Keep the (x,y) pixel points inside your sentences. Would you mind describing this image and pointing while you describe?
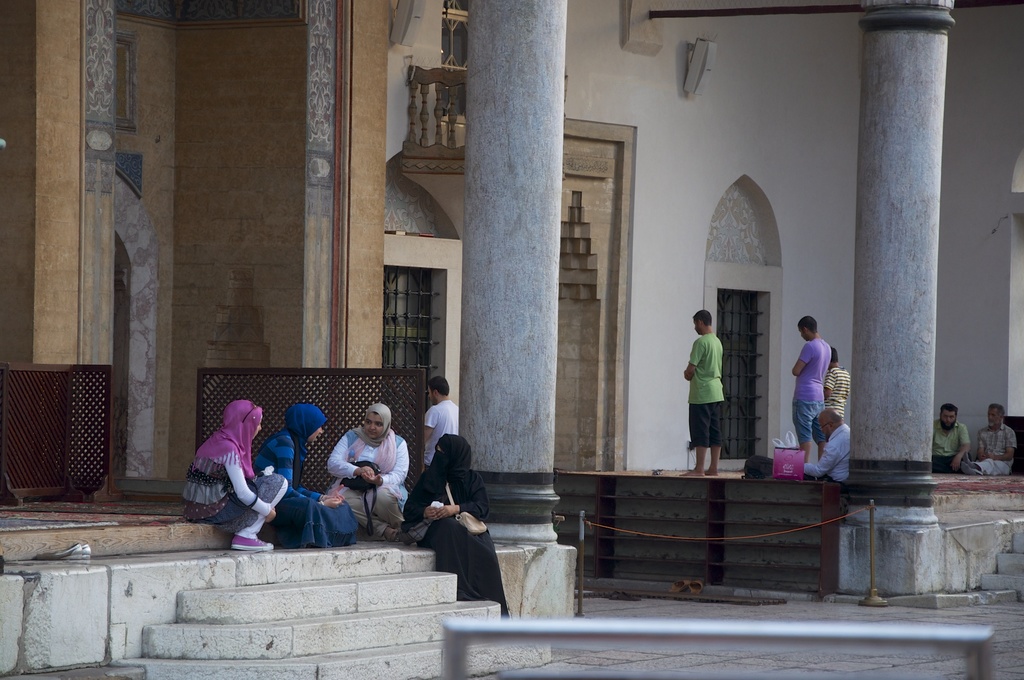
In this image there are some people (244,492), some of them are sitting and some of them are standing and there are some bags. At the bottom (280,628) there is walkway (814,645), and there are stairs (331,583), rods (579,542), and rope (737,537). And in the background (596,174) there are pillars (505,157), wall (705,181), railing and wall (192,136) and some objects (75,547).
